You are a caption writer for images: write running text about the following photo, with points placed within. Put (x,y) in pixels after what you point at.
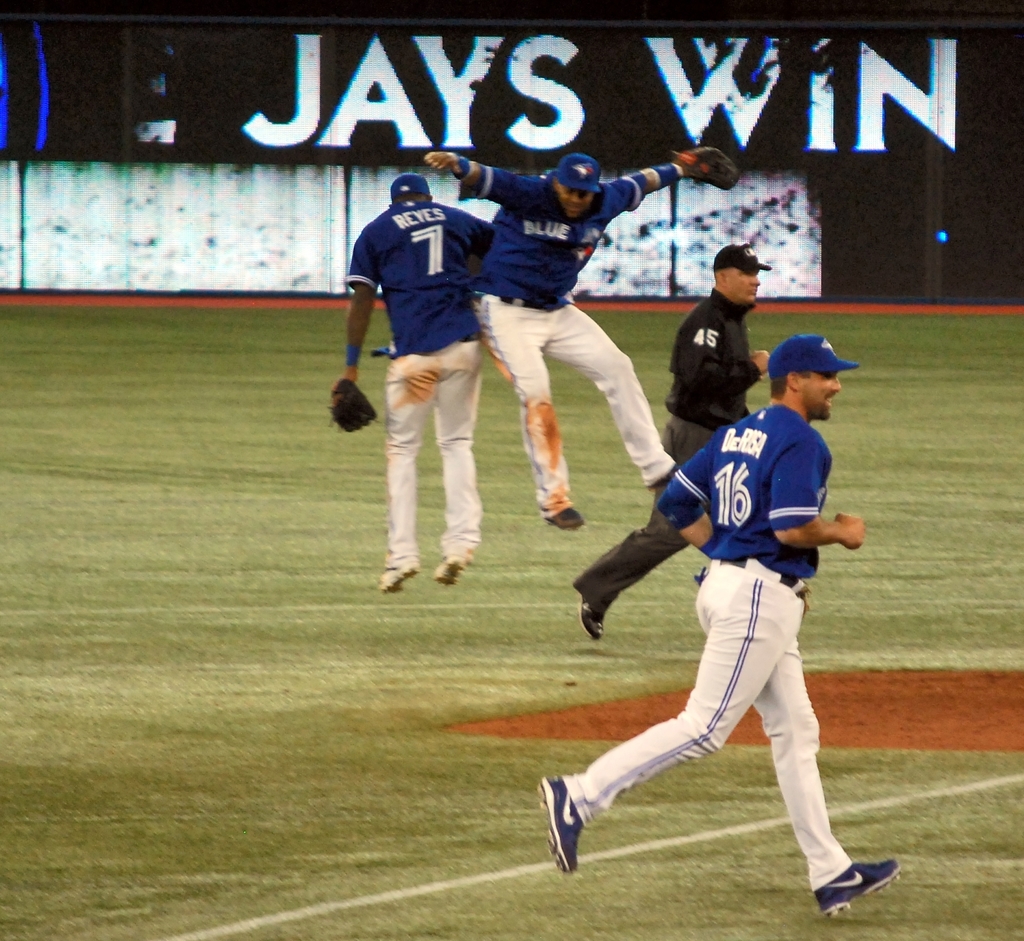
In this image there are a few baseball players (416,425) running on the ground (609,447).
